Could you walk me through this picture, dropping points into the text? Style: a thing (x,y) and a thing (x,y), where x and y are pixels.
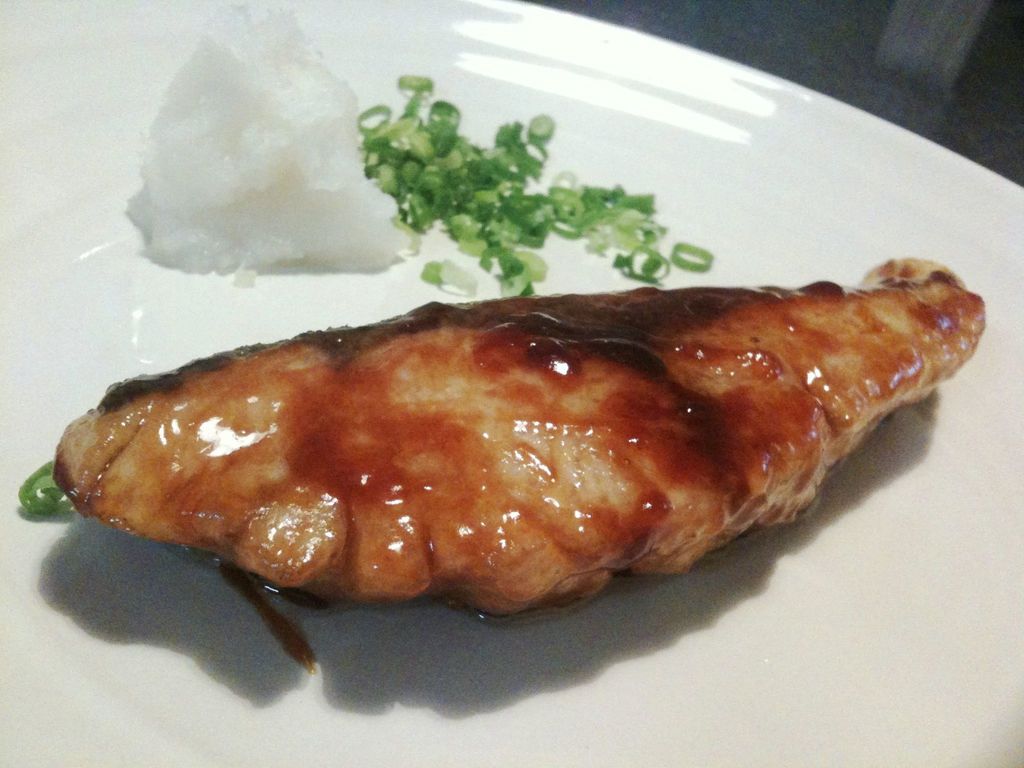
In the image we can see there are food items (439,175) kept in a plate (297,703).
